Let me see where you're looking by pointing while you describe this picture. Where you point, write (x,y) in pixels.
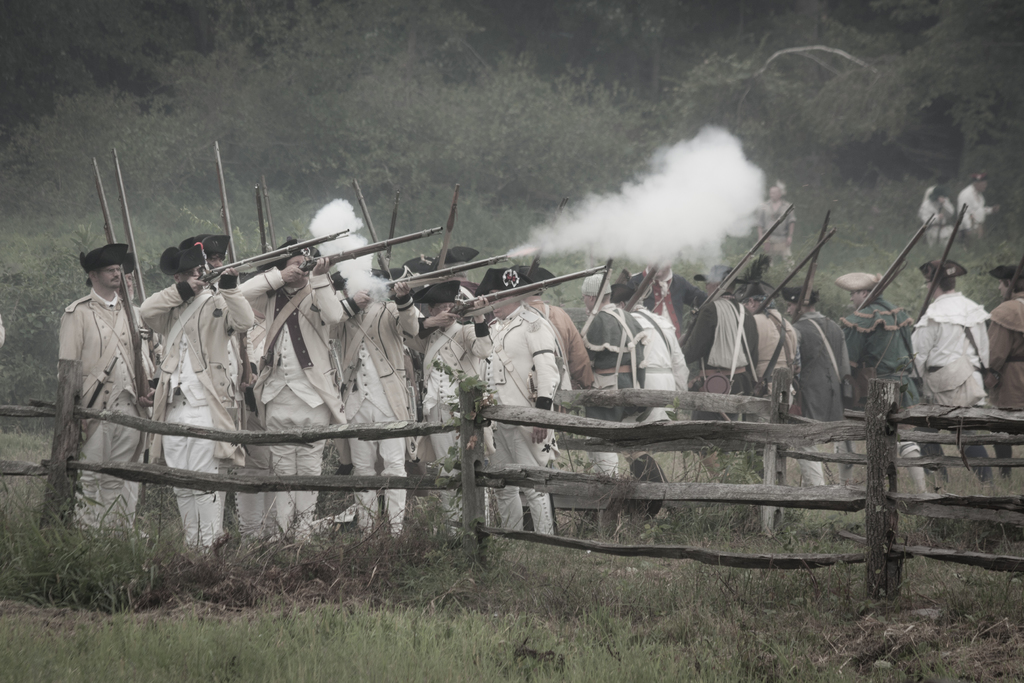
In this image there are few people (583,353) holding guns (692,321) in their hands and standing on the surface (536,579) of the grass (520,575), in front of them there is a wooden fence (714,485). In the background (509,120) there are trees (829,30).
